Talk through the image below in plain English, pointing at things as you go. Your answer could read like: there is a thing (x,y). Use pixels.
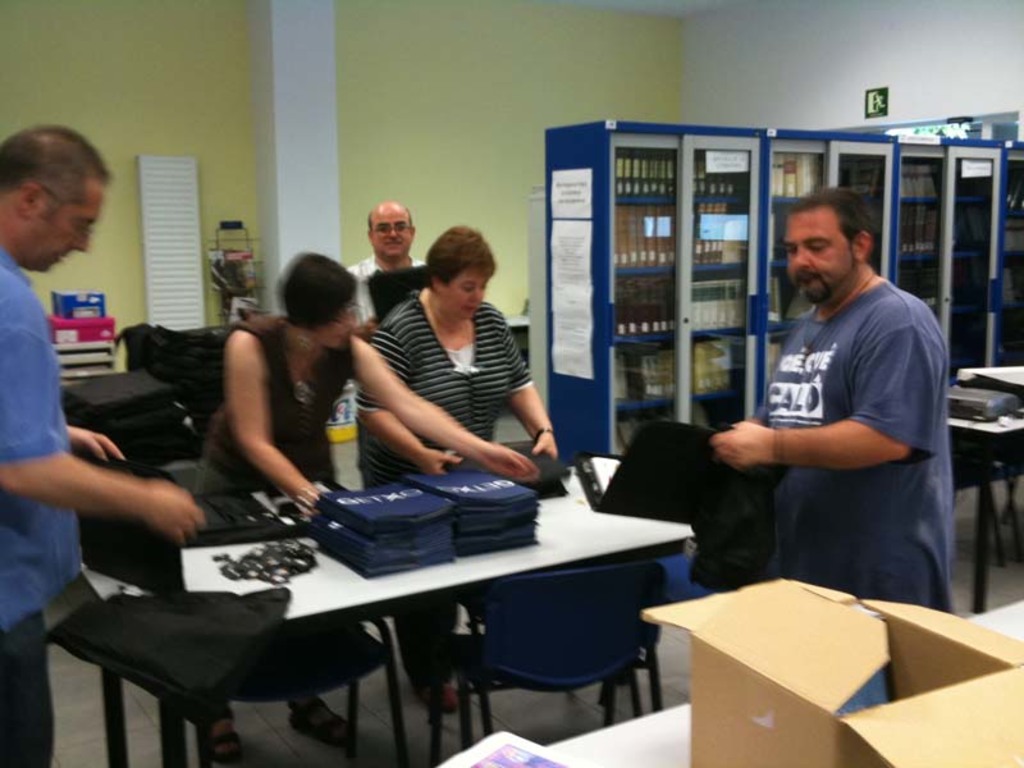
In this image I can see number of people (518,345) are standing. I can also see a box (854,604), few tables (200,580), and few chairs (590,646). Here I can see he is holding a file (690,489).
